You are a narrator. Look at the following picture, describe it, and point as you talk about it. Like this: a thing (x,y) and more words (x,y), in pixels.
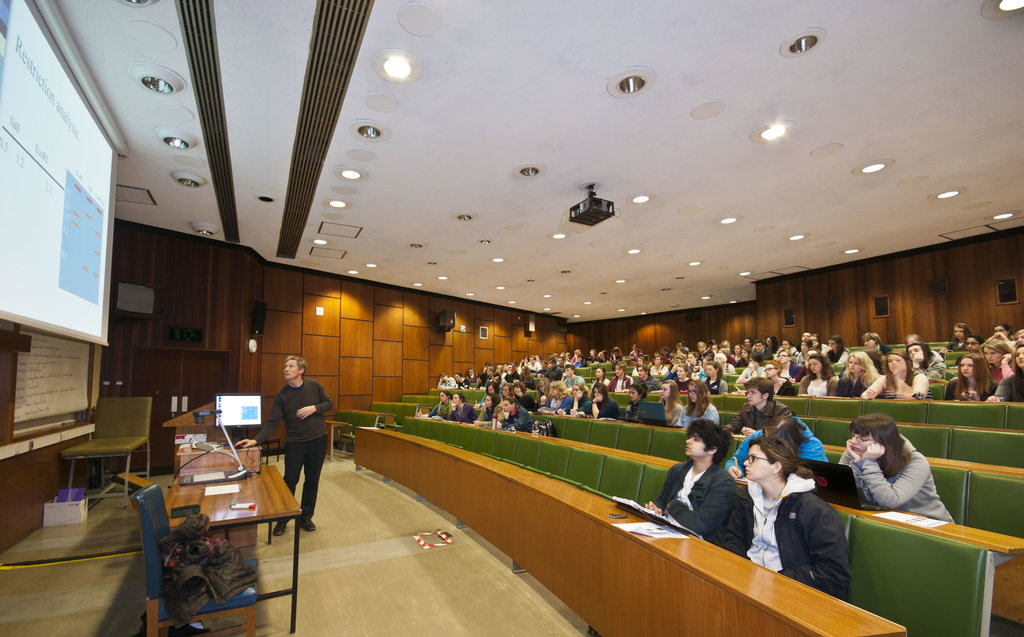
In the left top (25,195), a screen (39,187) is visible. In the middle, a person (297,427) is standing in front of the laptop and a table (239,484) on which system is kept and a chair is visible. In the background (436,399) middle, group of people (882,393) sitting on the chair (527,447). A roof top (252,108) is white in color on which lights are mounted. This image is taken in an auditorium hall (376,373).
